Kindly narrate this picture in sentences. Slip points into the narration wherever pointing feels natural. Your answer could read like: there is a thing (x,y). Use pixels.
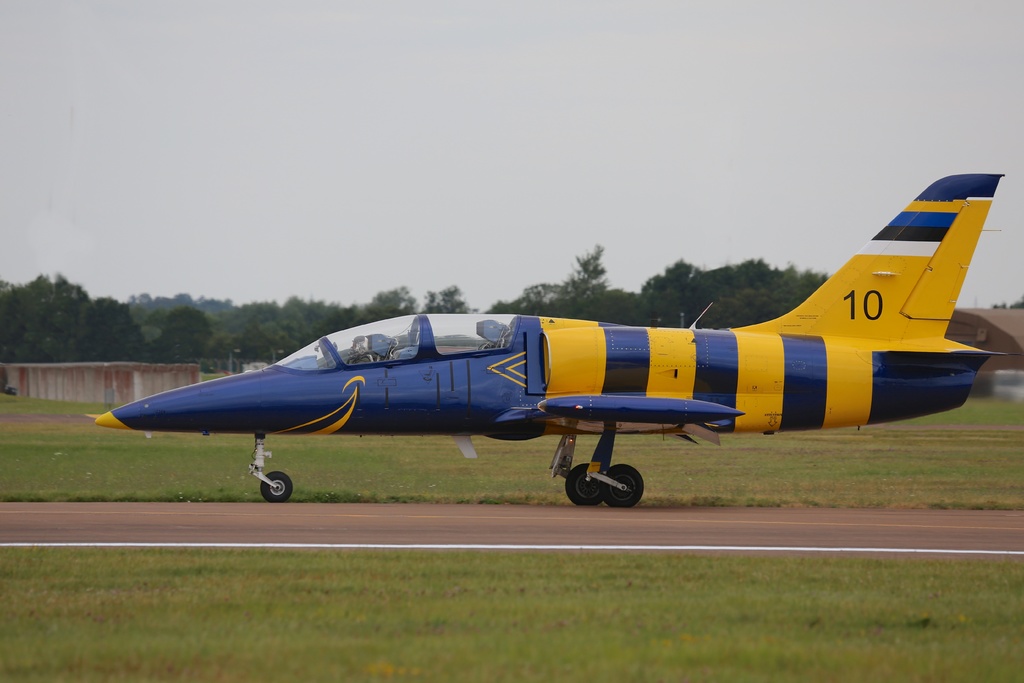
In the middle of the picture (634,378), we see an airplane (455,361) in blue and yellow color is on the runway (568,528). At the bottom of the picture (433,605), we see the grass (586,628). There is a white wall (130,379) and trees (777,291) in the background (748,297). On the right side (1018,328), we see a brown color cottage (1009,315). At the top of the picture (440,121), we see the sky (586,91).
